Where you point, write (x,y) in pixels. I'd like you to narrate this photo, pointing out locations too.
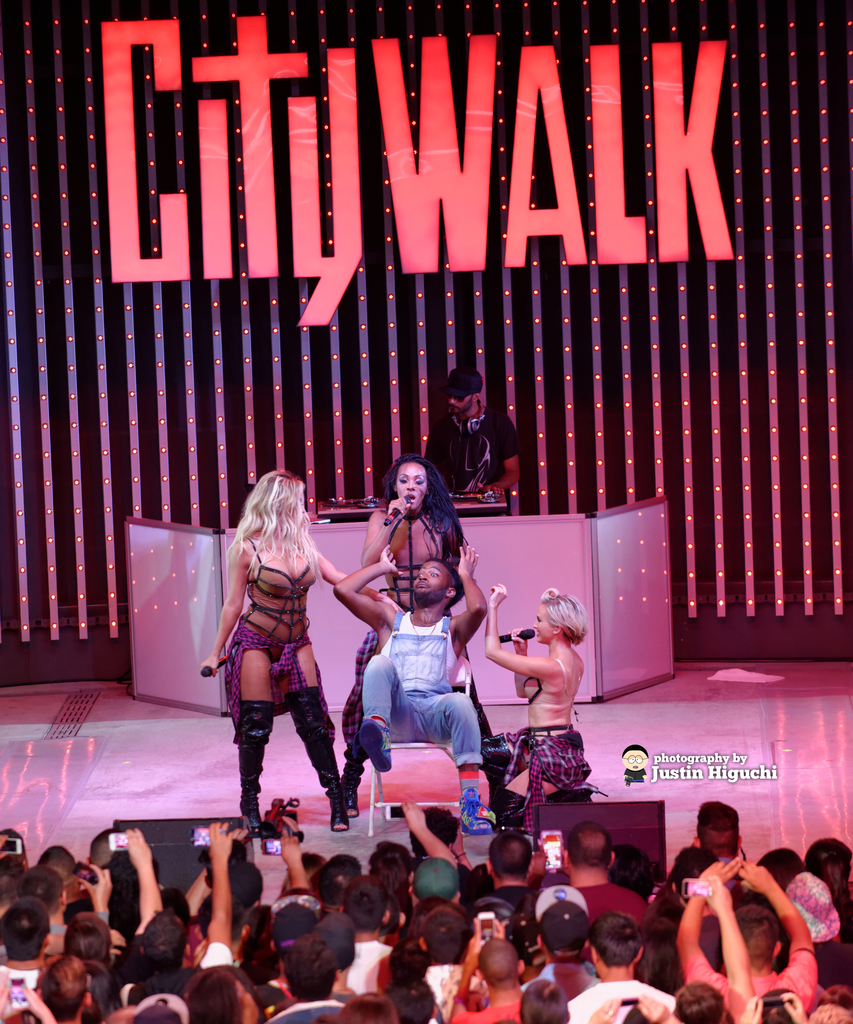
In this picture there is a man (415,733) wearing white t-shirt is sitting on the chair (403,746). Beside there are two girl (275,601) standing, one girl (538,660) kneeling and sing a song. Behind there is a stage (54,733) and a man (459,479) wearing black t-shirt (460,469) is playing music. On the banner board (184,245) there is a "City walk" written on it. In the front (428,936) bottom side there is a group of audience (309,950) standing and taking the videos.
